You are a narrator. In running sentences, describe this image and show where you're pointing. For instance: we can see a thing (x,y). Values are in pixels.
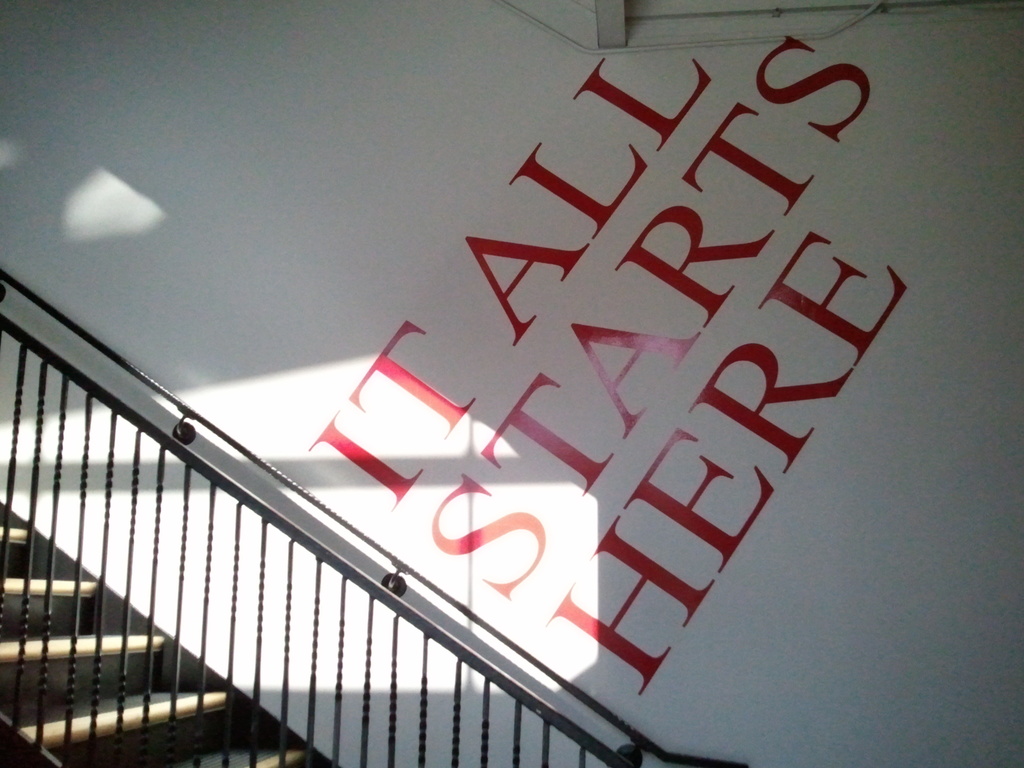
This image is taken indoors. In the background (334,350) there is a wall (562,395) and there is a text (591,358) on the wall (614,423). On the left side of the image (280,525) there is a railing (340,666) and there are a few stairs (32,648).
